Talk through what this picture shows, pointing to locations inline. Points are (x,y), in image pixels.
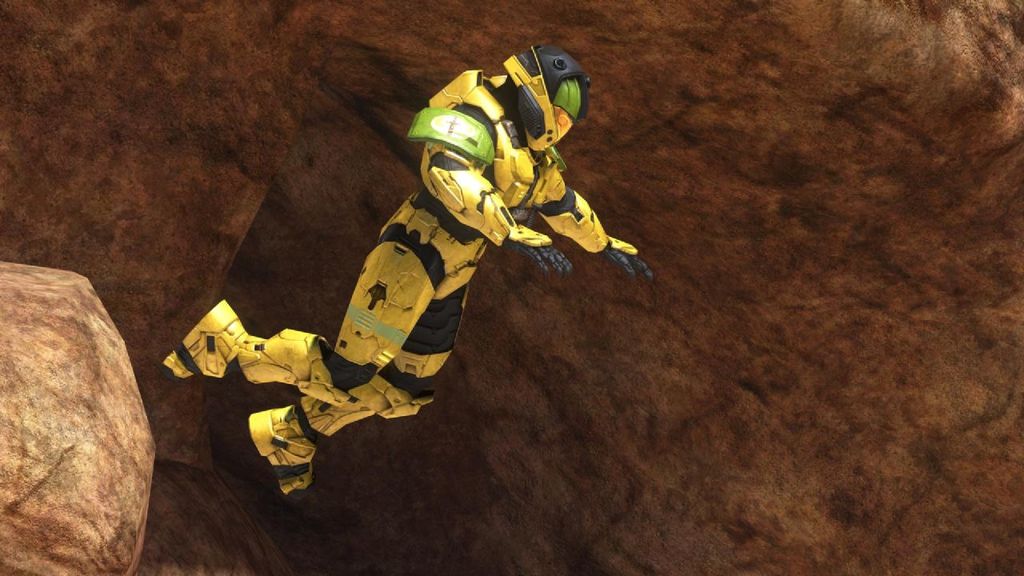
In this image we can see a person (430,326) in the air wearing a helmet (561,56) and a yellow costume (400,357). In the background (97,402) we can see rocks (120,362).
